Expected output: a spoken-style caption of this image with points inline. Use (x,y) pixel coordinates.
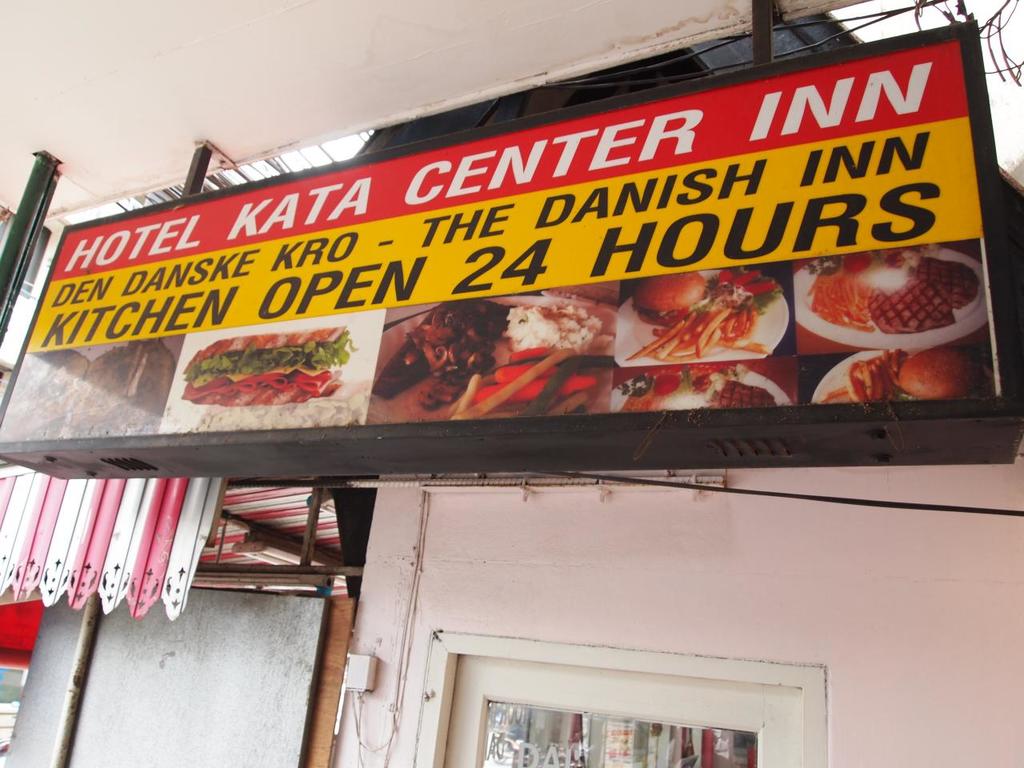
In this image there is a hoarding (483,288) in the middle (401,298). At the bottom (488,559) there is a wall (566,535) to which there is a window (625,717).
